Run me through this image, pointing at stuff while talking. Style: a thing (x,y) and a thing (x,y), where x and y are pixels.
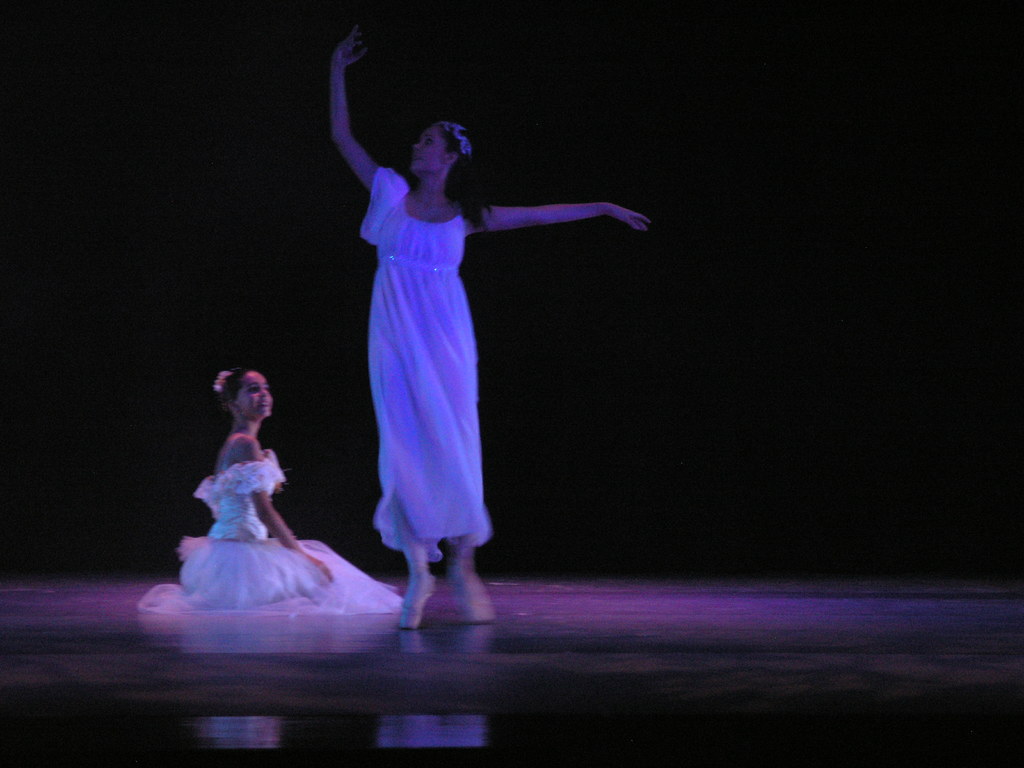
In this image there is one person (444,369) dancing on the stage (486,671) and wearing white color dress (457,359) as we can see in the middle of this image (472,352). There is one person (255,501) sitting on the floor (261,626) is on the left side of this image (266,547). There is a floor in the bottom of this image (329,647).
